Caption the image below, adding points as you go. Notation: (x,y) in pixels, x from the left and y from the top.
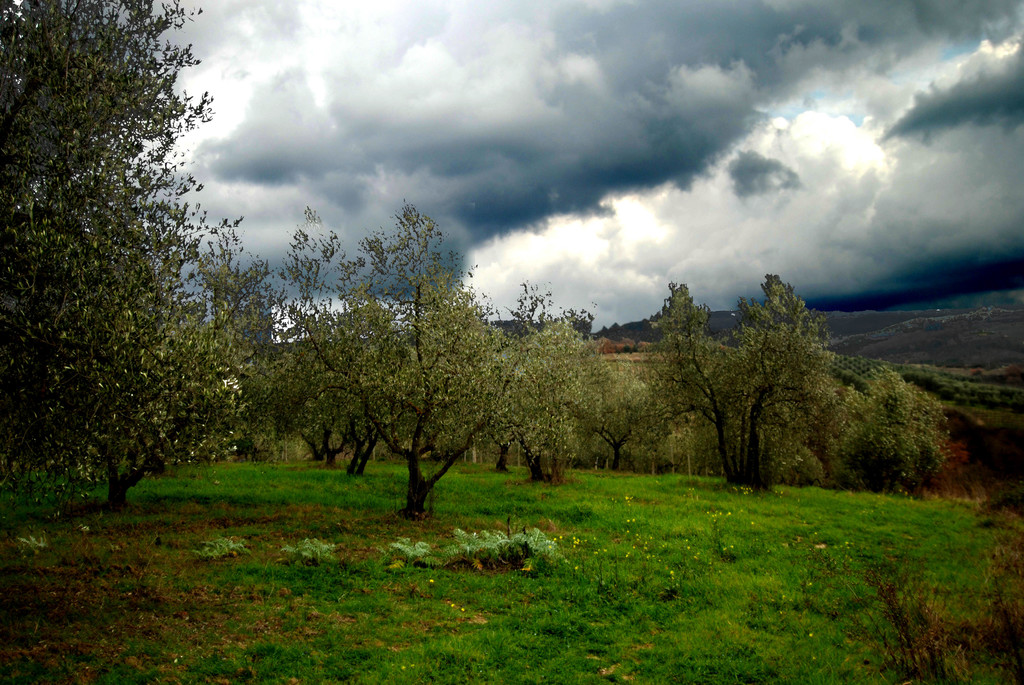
At the bottom (8,486) we can see grass (602,633), plants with flowers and trees (567,399) on the ground (614,674). In the background (514,125) we can see grass (743,519) on the ground (70,587) and clouds (564,141) in the sky (578,127).
